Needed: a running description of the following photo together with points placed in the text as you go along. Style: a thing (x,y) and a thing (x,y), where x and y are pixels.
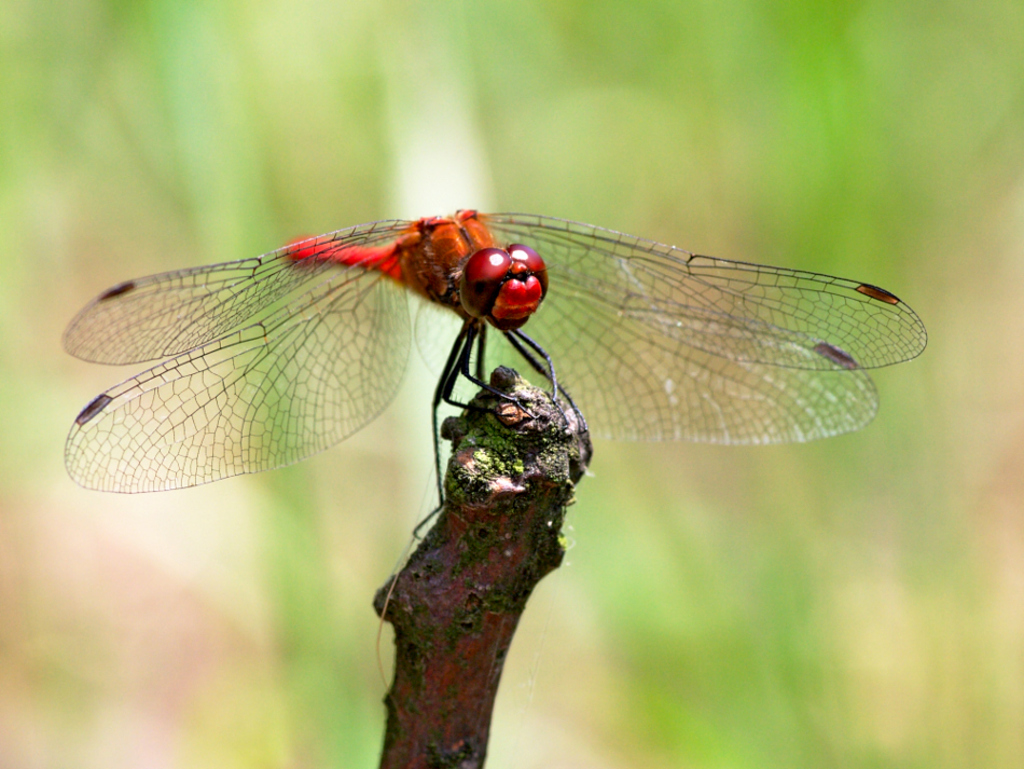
In this image in front (458,620) there is a fly (346,277) on the branch (495,632) and the background of the image (717,631) is blur.
